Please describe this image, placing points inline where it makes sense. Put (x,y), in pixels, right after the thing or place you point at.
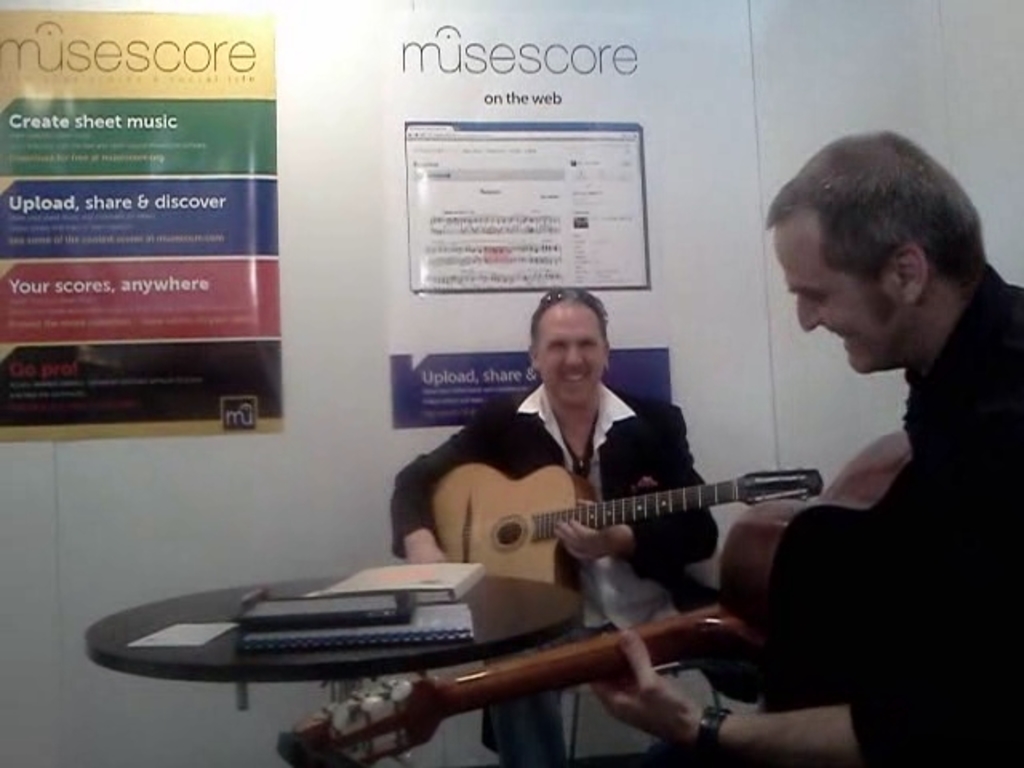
In this image there are two person (646,433). In the middle (543,404) one person (542,437) is holding a guitar (487,502). He is smiling. He is wearing a black coat (496,440). In the right side (981,498) there is a person (917,513) who is holding also a guitar (641,626). In the middle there is a table (504,600). On the table (514,613) there is books (412,587). on the background (555,106) there is a poster (538,112).
